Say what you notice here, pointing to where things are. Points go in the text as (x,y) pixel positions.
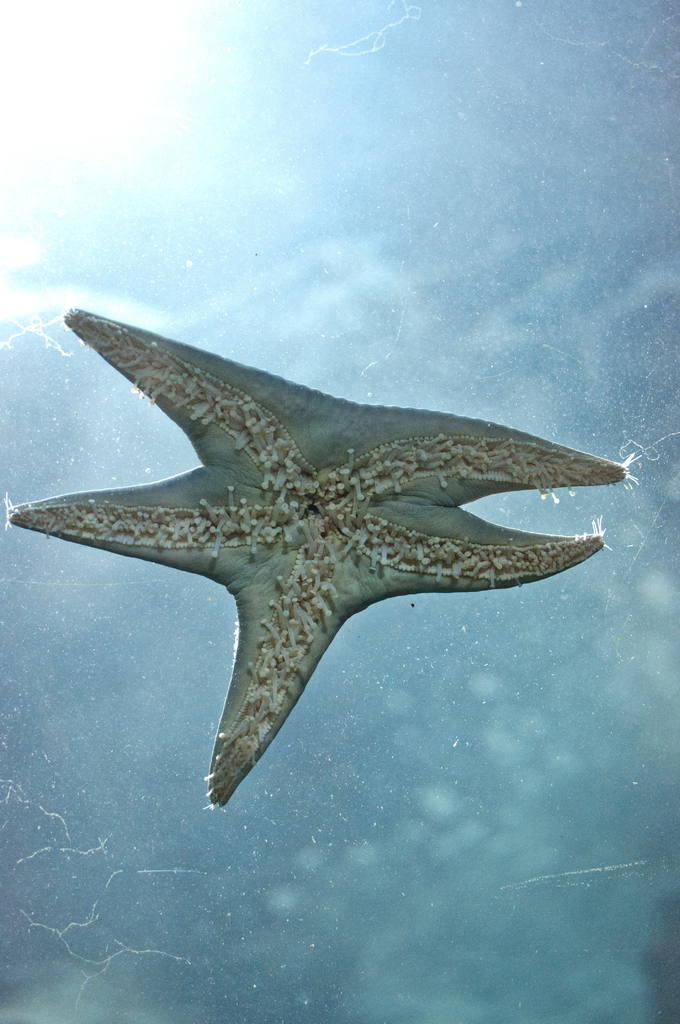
In the center of the picture (316,489) we can see a starfish (290,523), around the starfish (238,496) it is light blue in color.
